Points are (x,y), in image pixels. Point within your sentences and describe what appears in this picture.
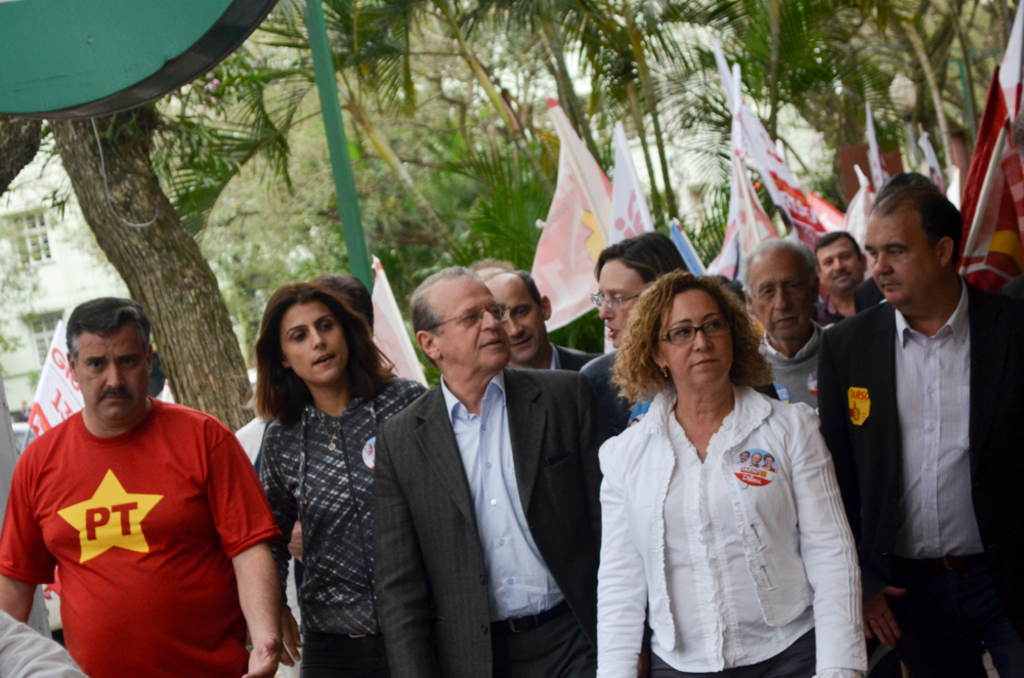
In this image, I can see a group of people (832,253) standing. These look like the flags (775,203). In the background (499,254), I can see the trees (373,130). I can see a pole (318,18). On the left side of the image (180,291), that looks like a building (38,273) and a tree trunk (118,254).
